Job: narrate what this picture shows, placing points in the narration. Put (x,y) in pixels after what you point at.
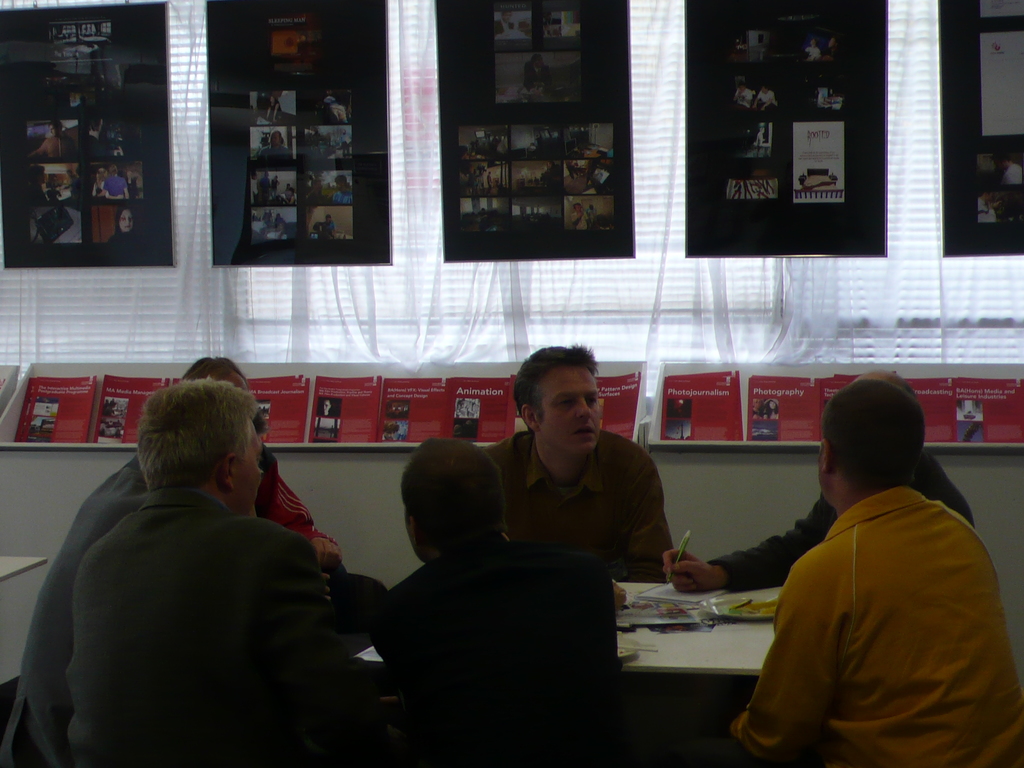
In this image I can see at the bottom (850,590) a group of people (343,712) are sitting on the chairs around a dining table (754,666) and talking. In the middle (632,424) there are books (731,425) in the racks (745,424) and there are images (312,183) at the back side of an image (518,3).
